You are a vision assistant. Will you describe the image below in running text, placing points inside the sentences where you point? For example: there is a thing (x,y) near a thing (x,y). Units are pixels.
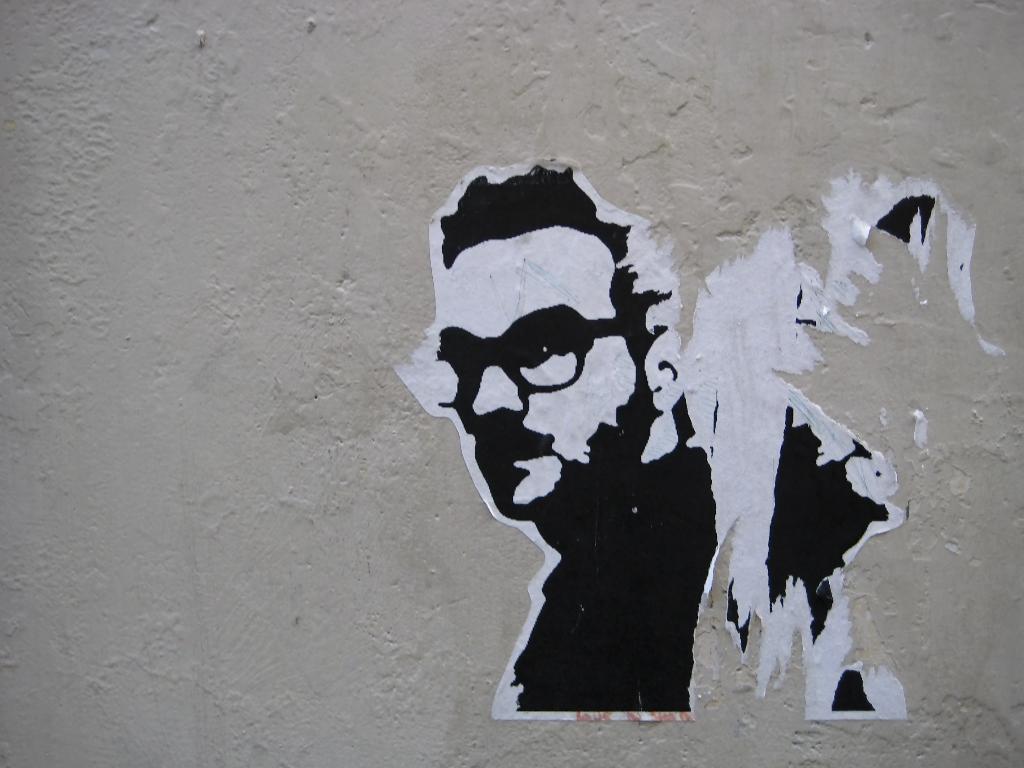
In this image we can see a poster (761,287) of a person (757,581) on the wall (720,587).
